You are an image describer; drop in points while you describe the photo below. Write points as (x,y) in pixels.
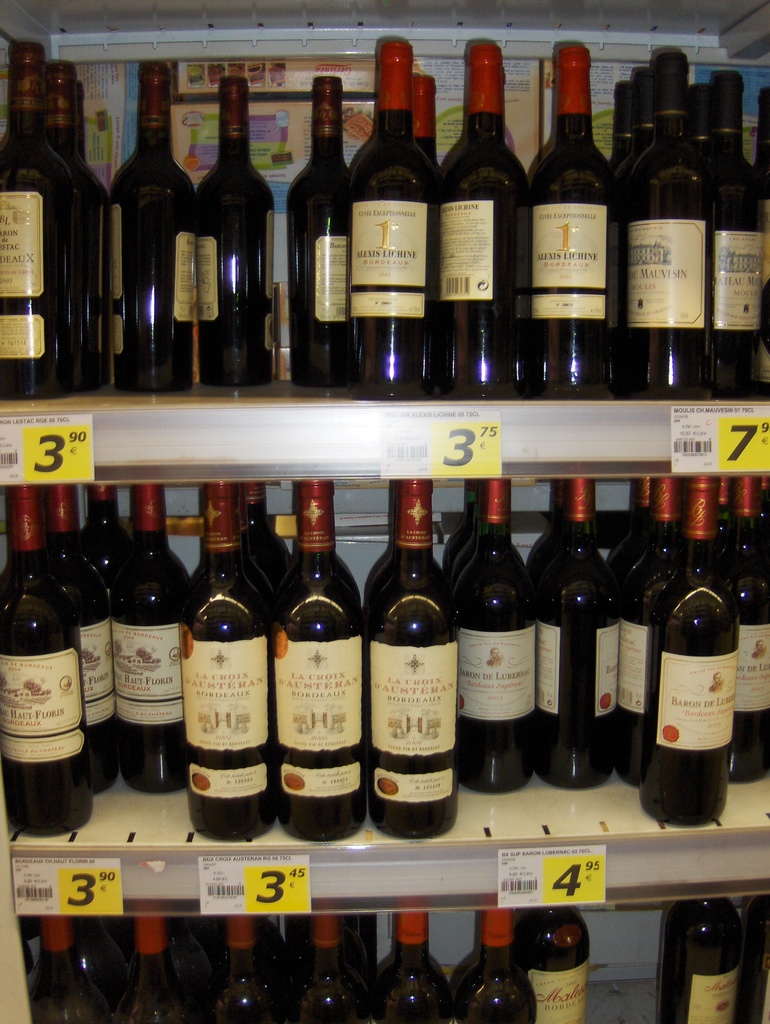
In this image there are bottles (419,220) in the cupboard (422,892).
